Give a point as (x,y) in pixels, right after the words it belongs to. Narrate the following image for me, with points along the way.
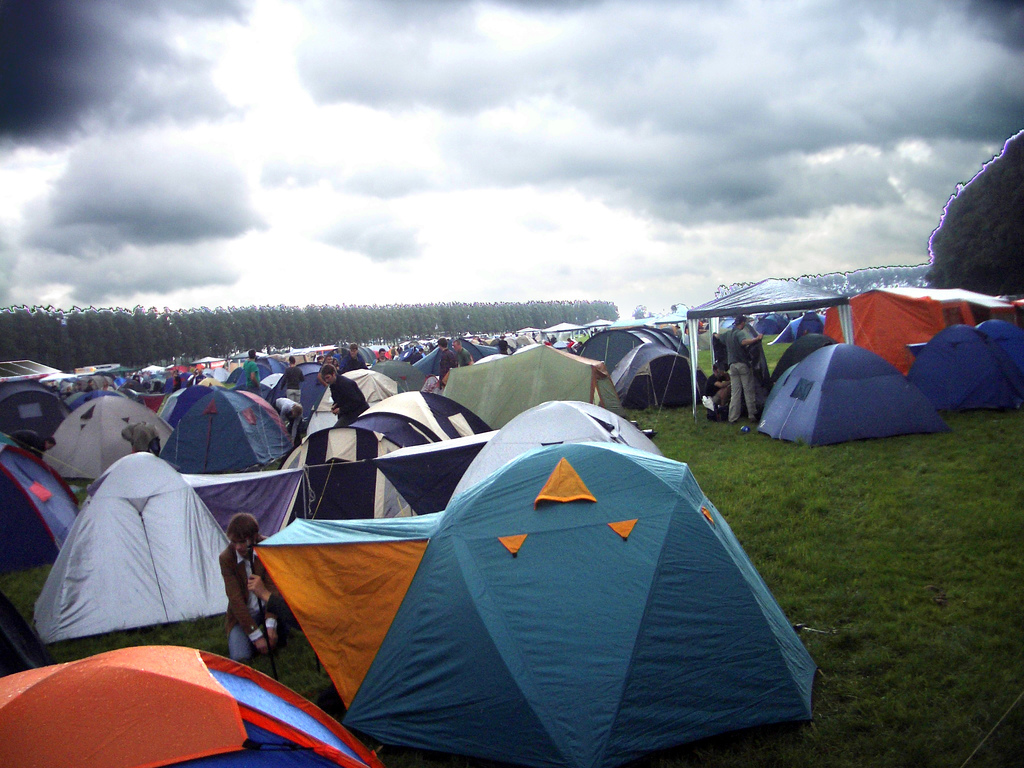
In this picture I can see tents (606,600), there are group of people (752,418), there are trees (359,324), there is grass (855,596), and in the background (663,170) there is sky (420,197).
